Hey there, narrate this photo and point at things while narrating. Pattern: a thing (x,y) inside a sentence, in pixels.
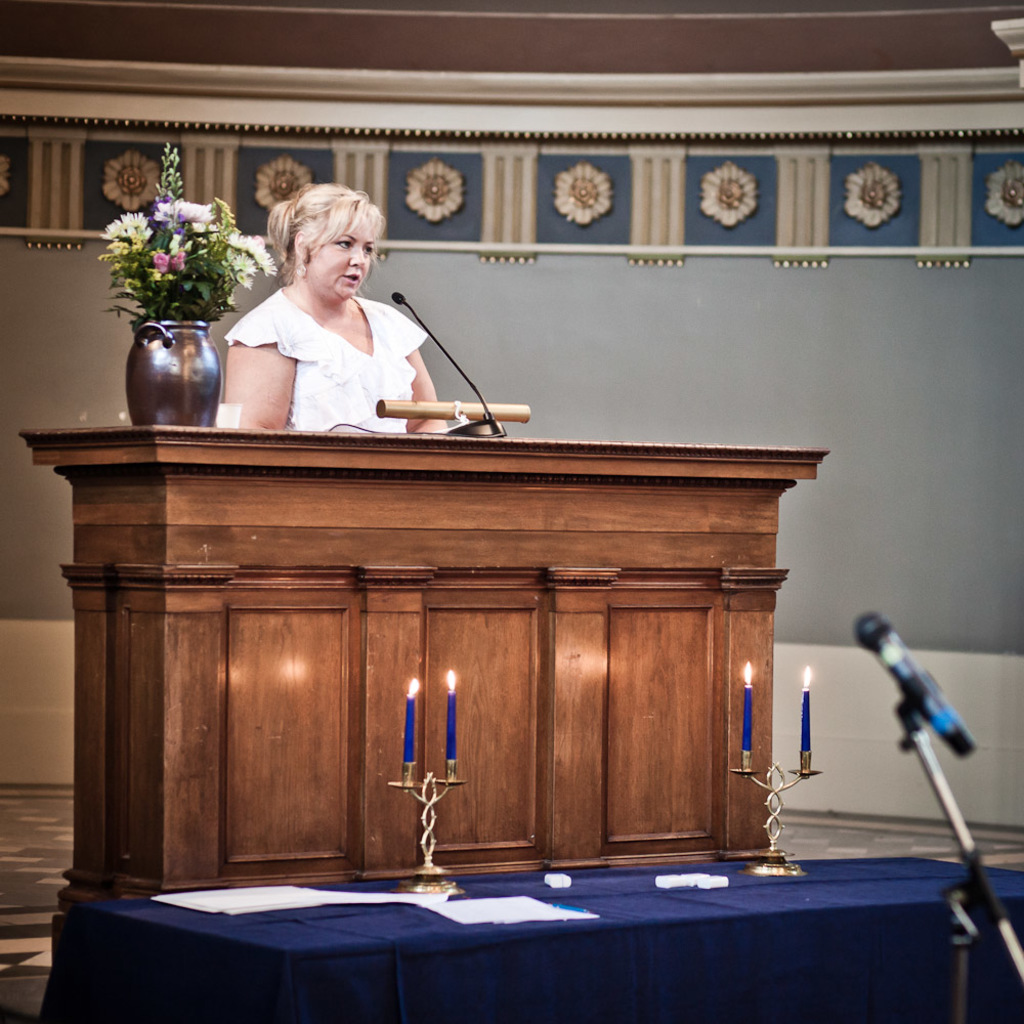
In this image we can see a woman (341,354) wearing white color dress (332,358) standing behind the wooden podium (339,579) on which there is flower vase (141,396), microphone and some object (501,410), in front of wooden podium (572,722) there are some candles (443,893) on the desk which has blue color sheet (769,914) and on right side of the image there is microphone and in the background of the image (581,190) there is a wall (485,197).
